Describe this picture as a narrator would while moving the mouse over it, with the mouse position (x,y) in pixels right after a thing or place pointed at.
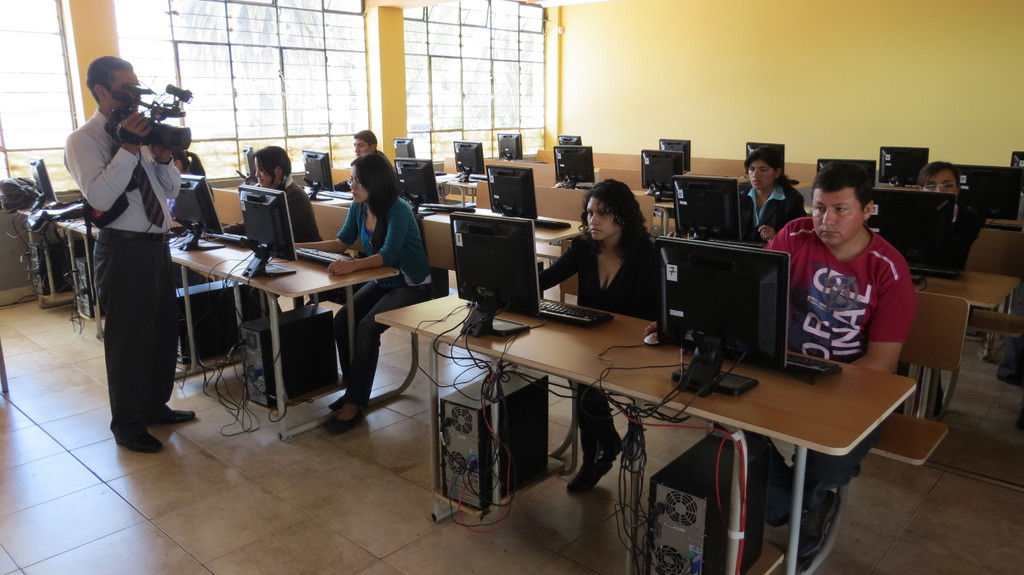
There is a room (325,68) in this picture there is a man (136,262) standing and holding a camera (166,126) and focusing on these people (826,261), these people (384,216) are working on a monitor (510,242) and there is a man (848,265) sitting on a bench (908,417) in-front of him there is a monitor (773,353) and a keyboard (801,367) and a mouse (646,341) he is working on a monitor (736,261) and everyone are working on a monitor (913,152) background (893,81) there is wall (882,87) with yellow paint (706,60) there are windows (433,90) there are floor (318,439) with a tiles (303,490) and there is CPU (462,426) under every table (434,435).
